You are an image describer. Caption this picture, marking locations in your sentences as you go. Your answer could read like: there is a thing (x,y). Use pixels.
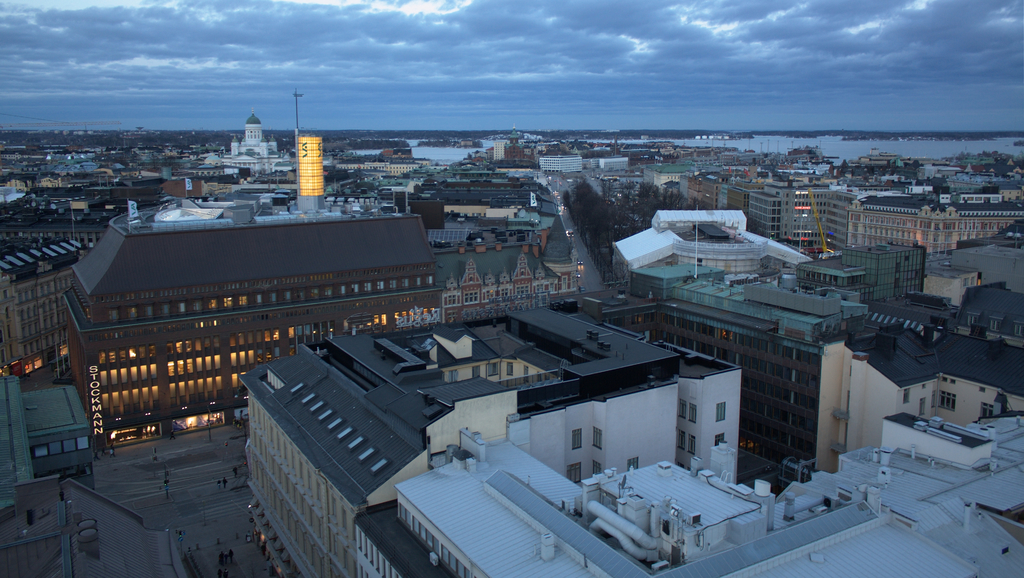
It is the top view of a city (492,193), it has many huge buildings (312,322) and houses (146,151) and there is a water surface (753,142) in the background (773,147).
